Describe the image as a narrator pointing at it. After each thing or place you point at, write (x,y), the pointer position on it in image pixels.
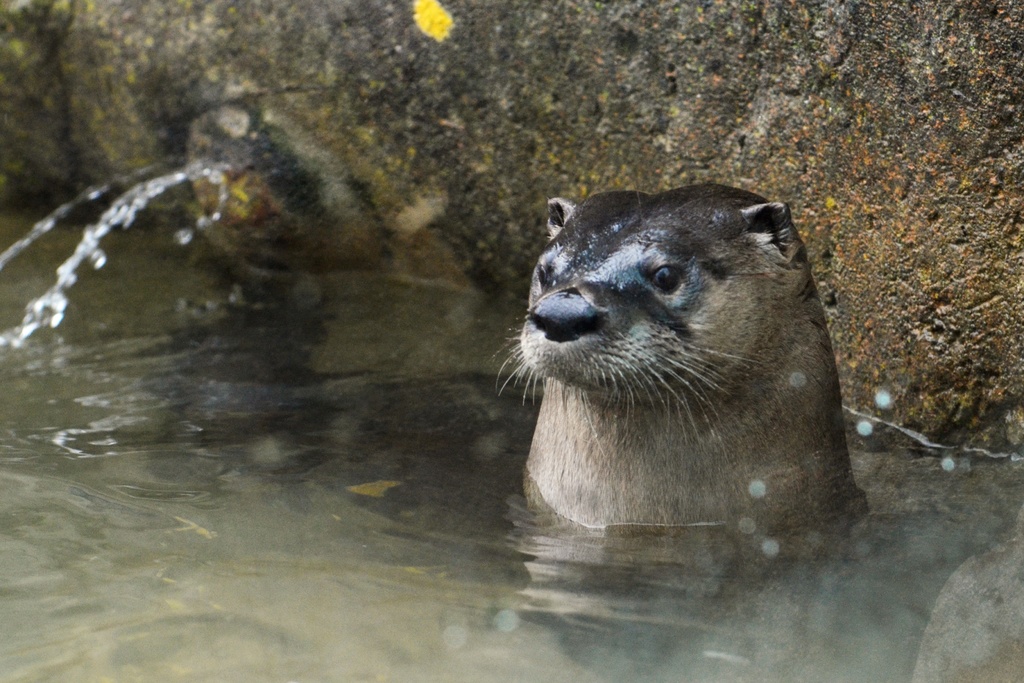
In this image, on the right side (834,511), we can see an animal (619,465) which is swimming in the water (662,679). In the background (387,71), we can see some rocks (754,42) and a water (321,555). At the bottom (309,539), we can see a water (496,481) in a lake (663,533).
